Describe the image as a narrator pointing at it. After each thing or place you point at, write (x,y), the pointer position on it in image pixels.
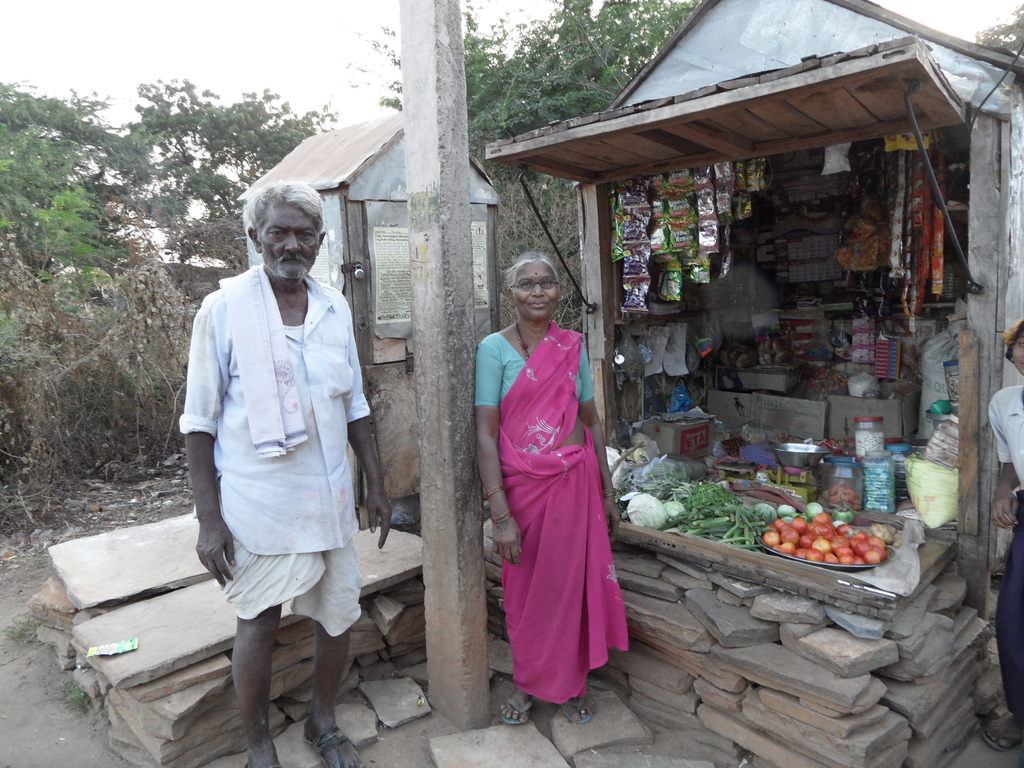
Here in this picture we can see an old man (234,488) and an old woman (520,448) standing on the ground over there and in between them we can see a pillar (445,502) present and beside them we can see a bunk shop (685,280) with vegetable (707,497) and all edible items (718,199) present in that, behind them also we can see another bunk shop (368,258) present and we can see stones (168,554) present all over there and behind them we can see plants (157,280) and trees (509,107) present all over there.
